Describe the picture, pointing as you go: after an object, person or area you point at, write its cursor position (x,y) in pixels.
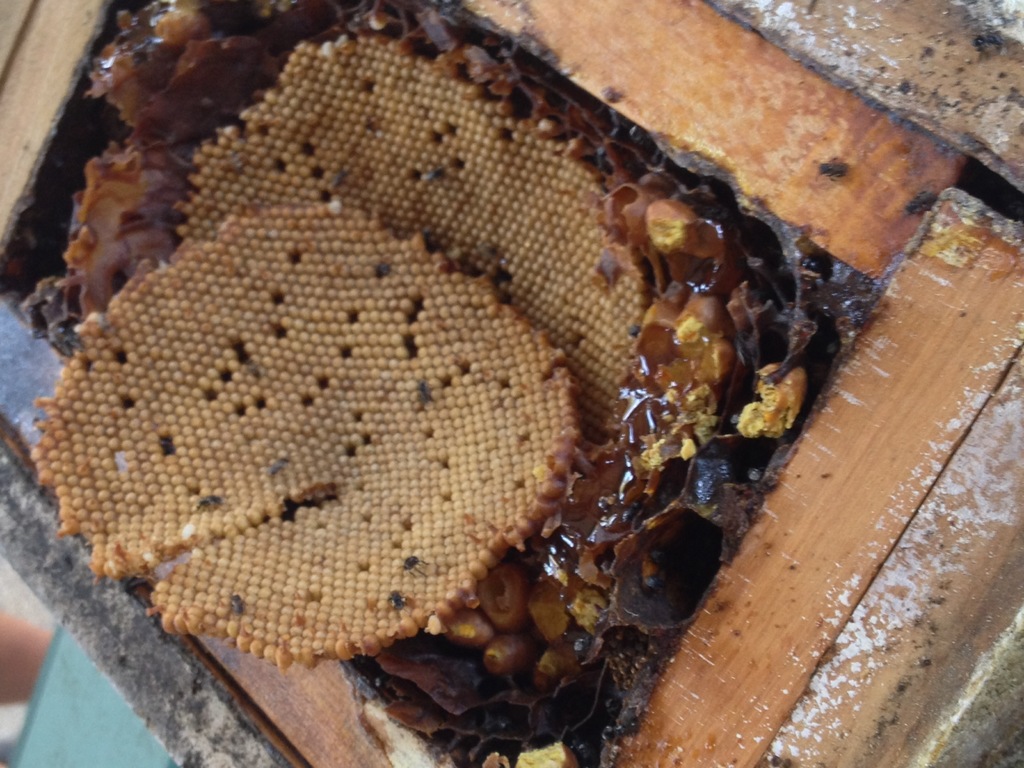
In this picture we can see honey bee hives (347,184), wooden sticks (891,137) and some objects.
